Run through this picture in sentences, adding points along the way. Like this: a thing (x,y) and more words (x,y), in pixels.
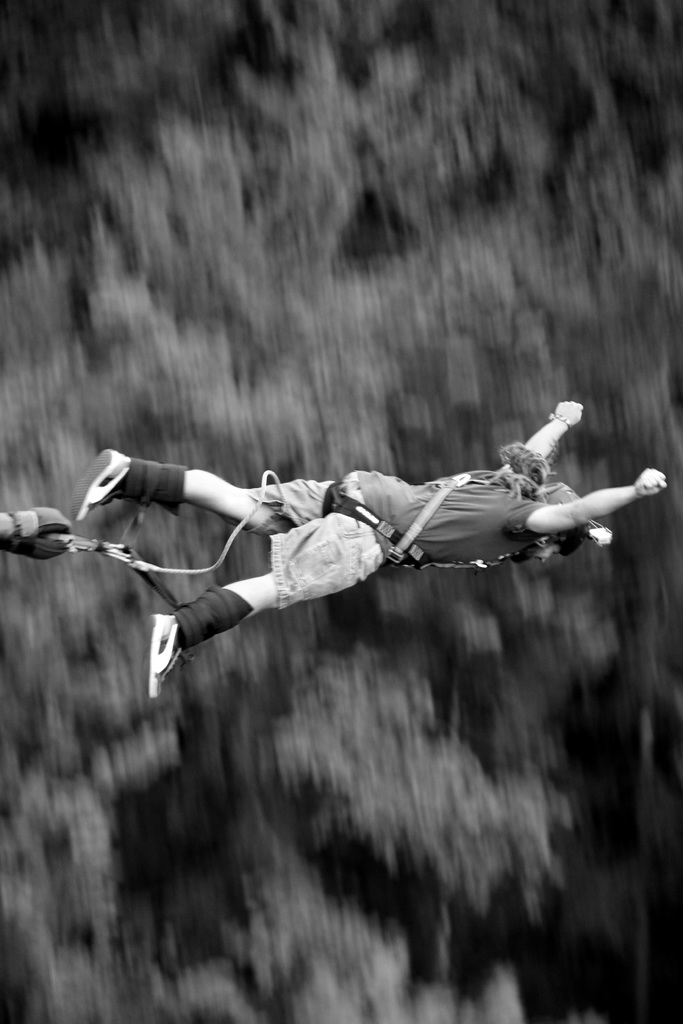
It is the black and white image in which there is a person (319,505) flying in the sky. There are belts (373,526) which are tied to his body (402,514).
